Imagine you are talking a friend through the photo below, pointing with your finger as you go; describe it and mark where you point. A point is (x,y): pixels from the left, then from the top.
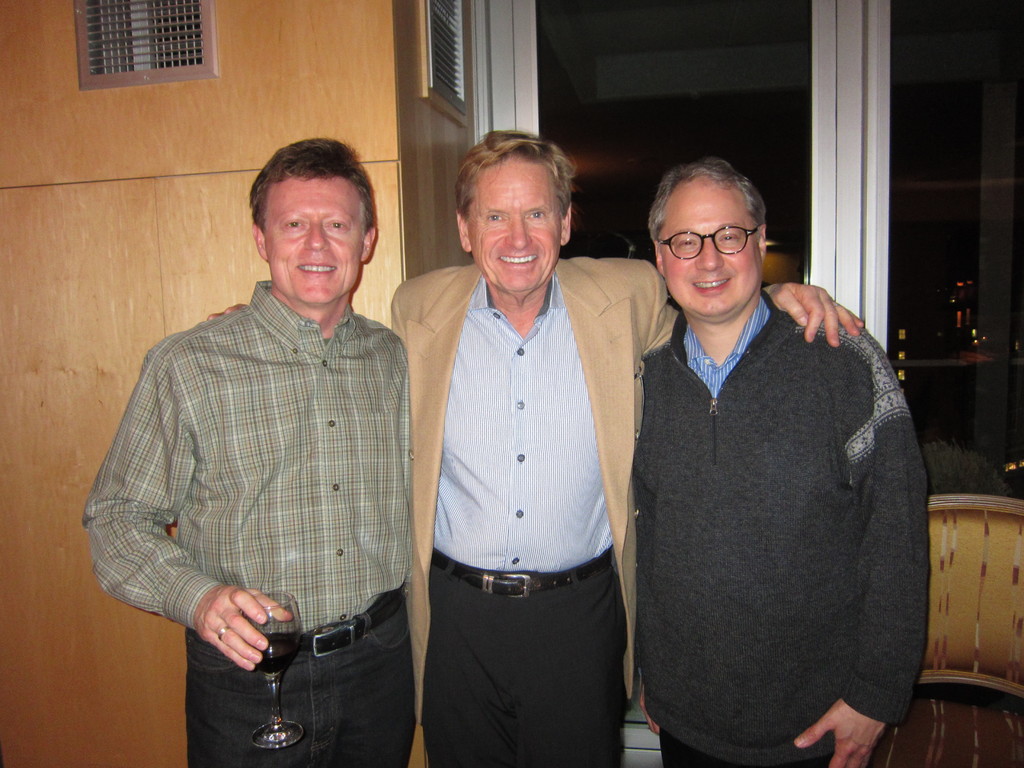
In this picture I can see a building (17,219) and a glass door (917,220) and I can see few people (339,224) standing and we see a man (305,652) holding a wine glass (279,637) and we see the middle man (551,356) is holding other two men (250,346) with his hands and I can see a chair (927,637) on the back (927,637).
